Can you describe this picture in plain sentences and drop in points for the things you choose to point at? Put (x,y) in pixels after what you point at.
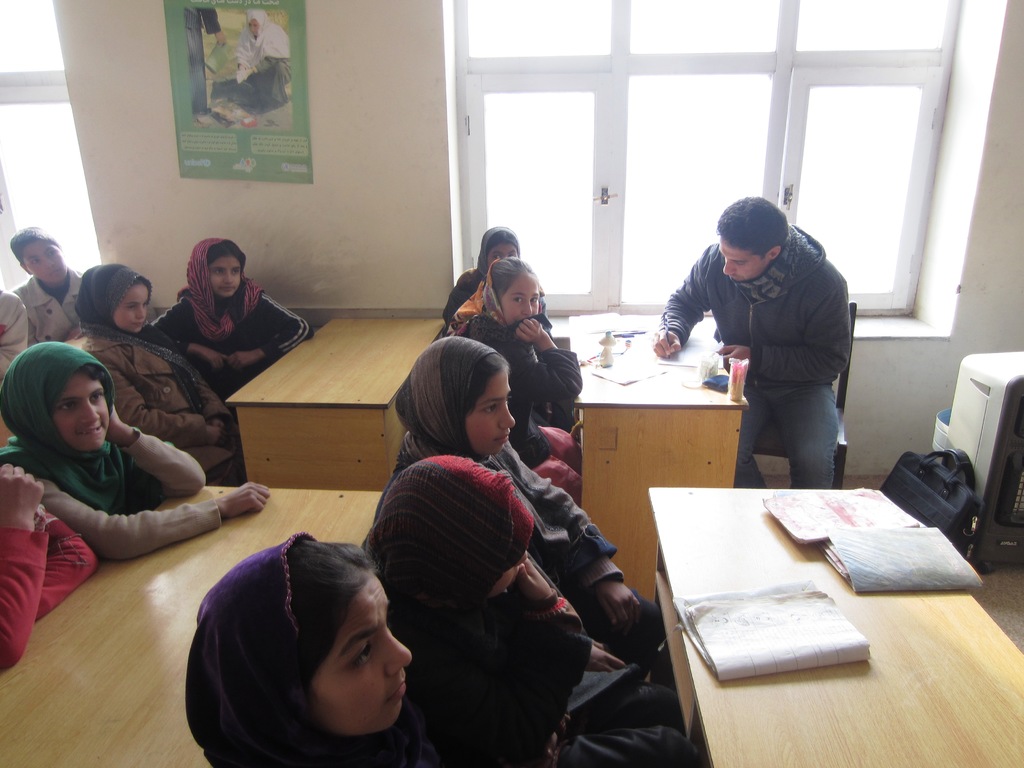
there are tables (362,418) and people (188,408) sitting on the chairs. on the table (691,574) there are books (739,633). behind them there are windows (477,108).
